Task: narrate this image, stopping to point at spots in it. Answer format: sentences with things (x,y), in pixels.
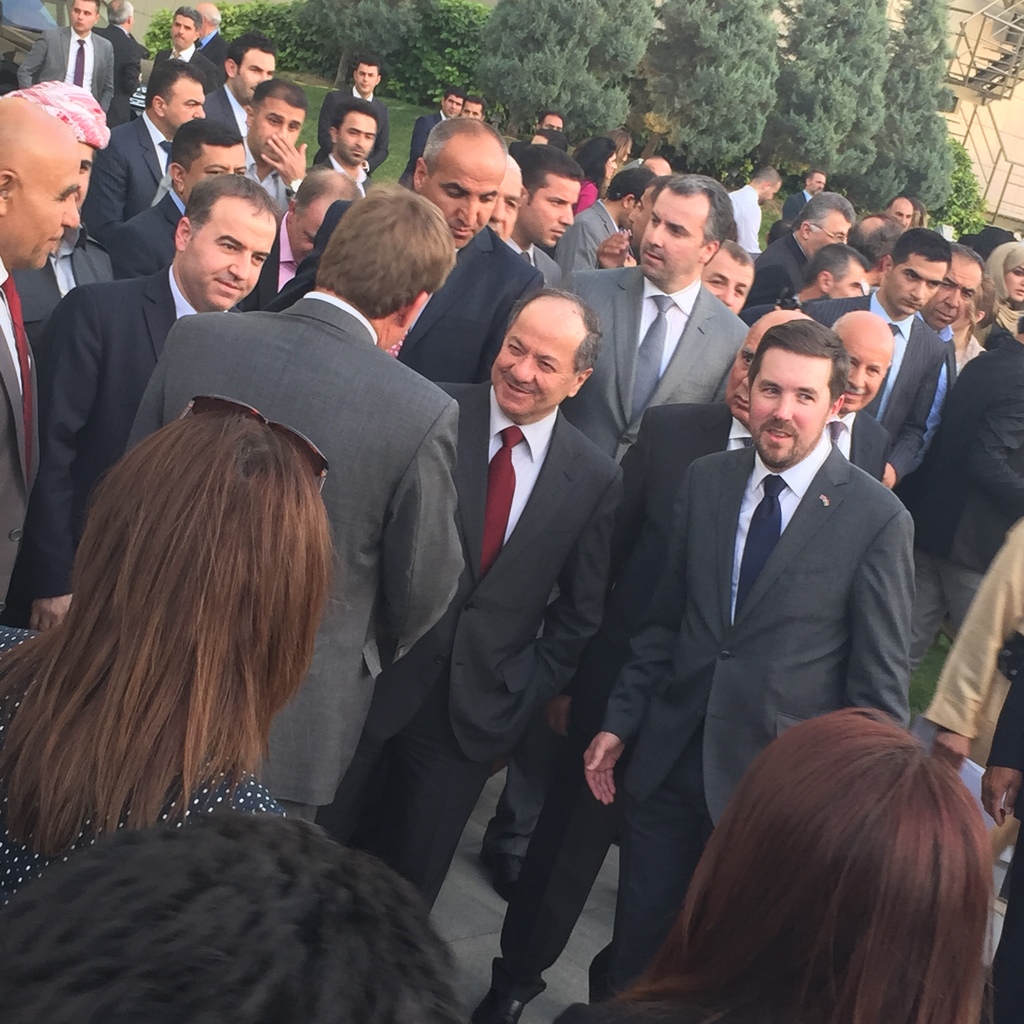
In this image most of the men (591,340) are wearing suit (737,756) and some of the women (143,642) are also visible in this image. In the background (745,56) trees (717,94) and building (983,91) are visible.
